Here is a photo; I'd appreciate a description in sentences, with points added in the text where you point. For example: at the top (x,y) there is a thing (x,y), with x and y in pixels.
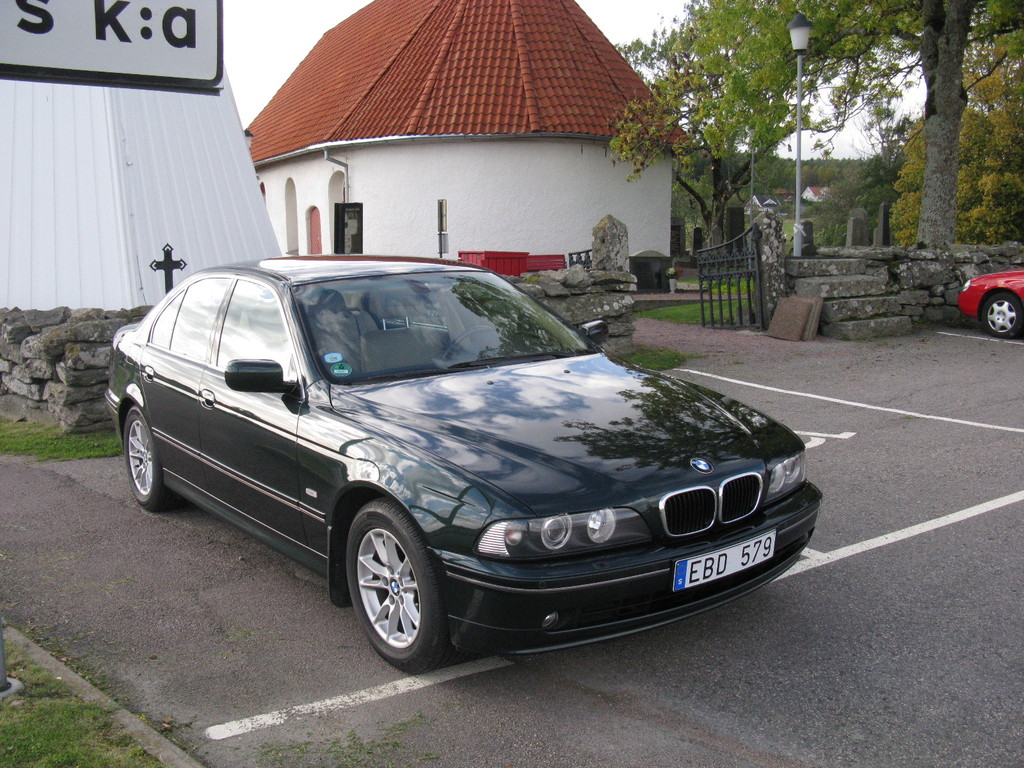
In this image we can see a vehicle (498,593) parked in a parking lot (865,509). In the center of the image (586,315) we can see a cross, stone wall (938,300), gate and light pole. In the background (695,157), we can see a group of trees (778,170) and the sky (280,4).
